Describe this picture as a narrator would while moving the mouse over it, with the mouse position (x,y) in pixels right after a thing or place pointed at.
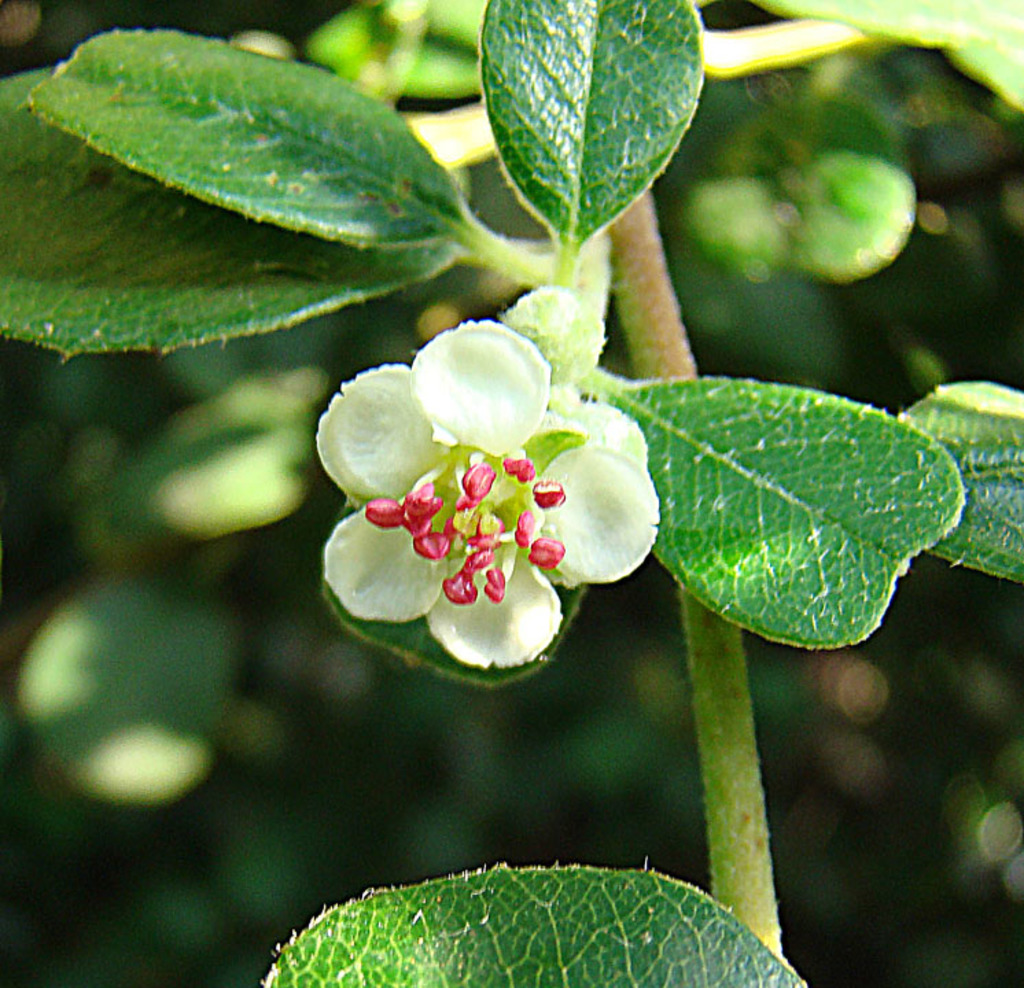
In the picture I can see a flower (444,496) which is in white color and there is a pink color object (540,489) in between it and there are few leaves (526,152) behind it.
